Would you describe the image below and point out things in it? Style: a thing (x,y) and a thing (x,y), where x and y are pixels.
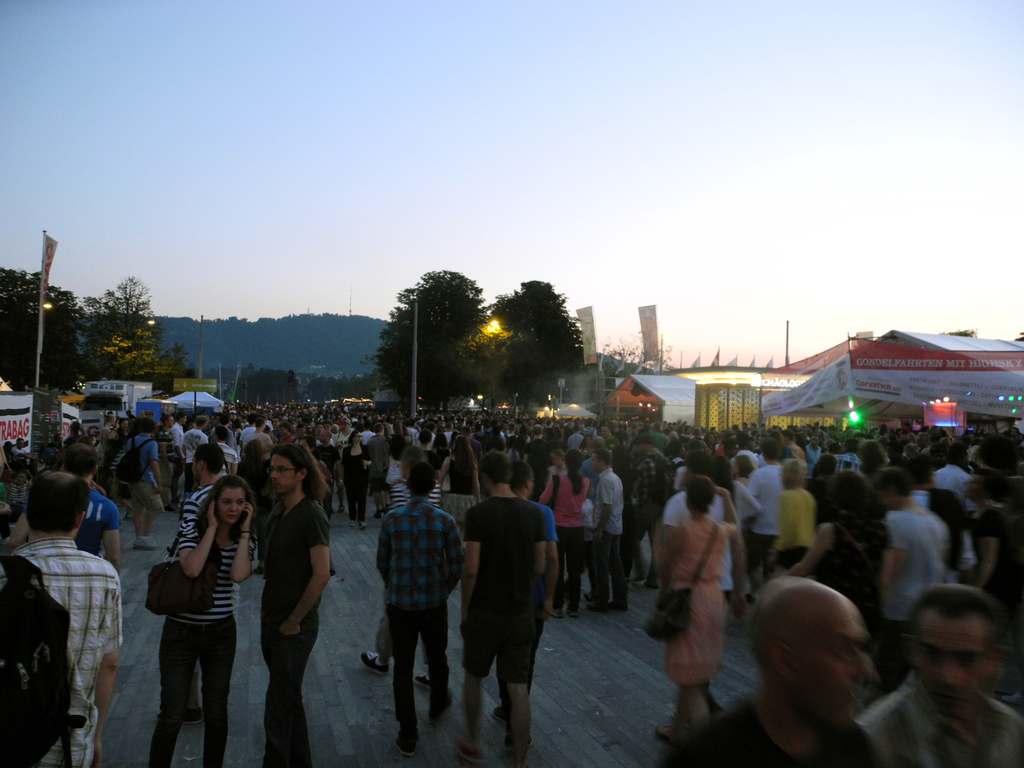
In this image there are a few people (520,532) standing and walking on the road (125,532). On the right (760,408) and left side of the image (4,383) there are few stalls (754,411), banners (1,429) and canopies (643,386). In the background (404,368) there are trees (64,371), mountains (224,329) and the sky (325,133).
